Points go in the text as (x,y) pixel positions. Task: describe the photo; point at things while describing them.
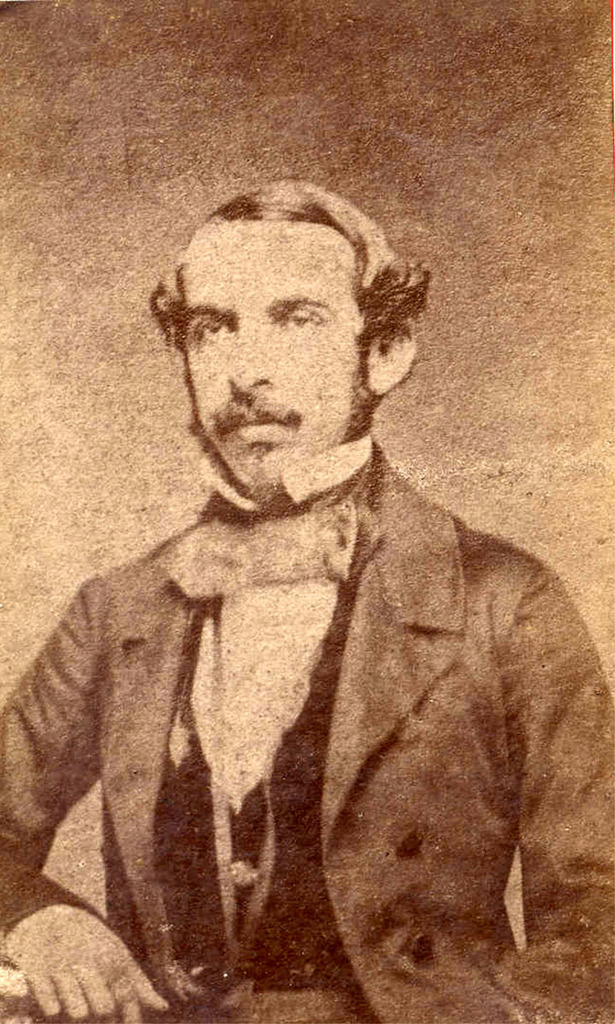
It is a black and white picture, in this a man (326,618) is there. He wore a coat (100,915).
